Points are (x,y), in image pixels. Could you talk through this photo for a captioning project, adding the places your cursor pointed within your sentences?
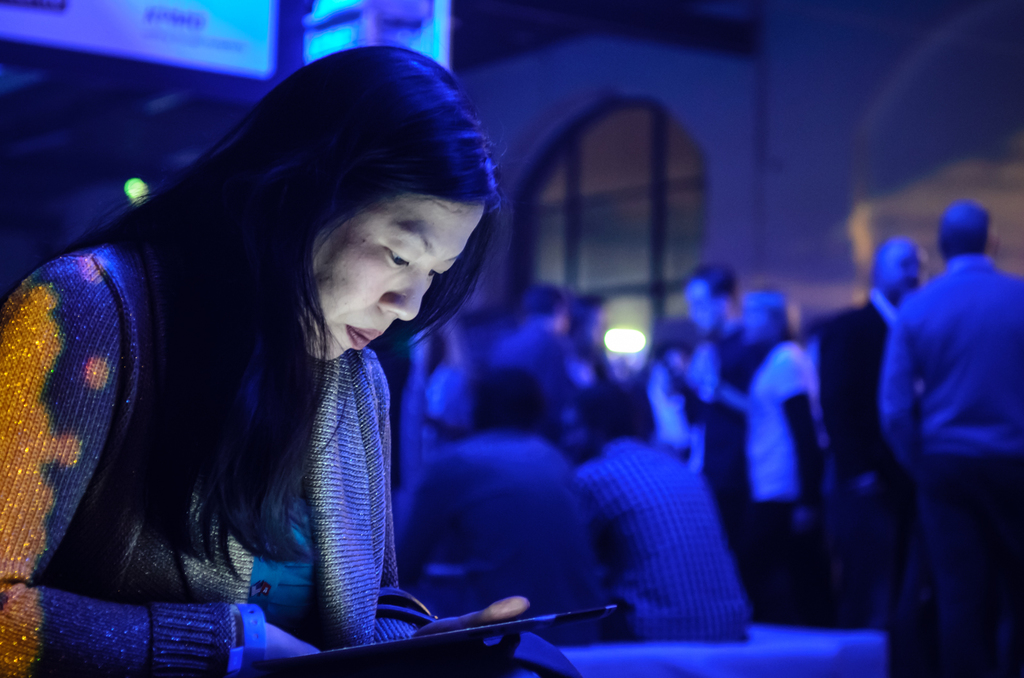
The woman (245,456) on the left side (278,583) is sitting and she is holding the tablet (418,658) in her hands (511,606). Beside her, we see two men (465,529) are sitting on the bench (781,654). Beside them, we see many people (665,403) are standing. In the background (626,161), we see the window (592,213) and a wall (766,106) in white color. In the left top (241,44), we see the board (258,35) or the projector screen (244,11) with some text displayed on it. This picture is blurred in the background (518,358).
